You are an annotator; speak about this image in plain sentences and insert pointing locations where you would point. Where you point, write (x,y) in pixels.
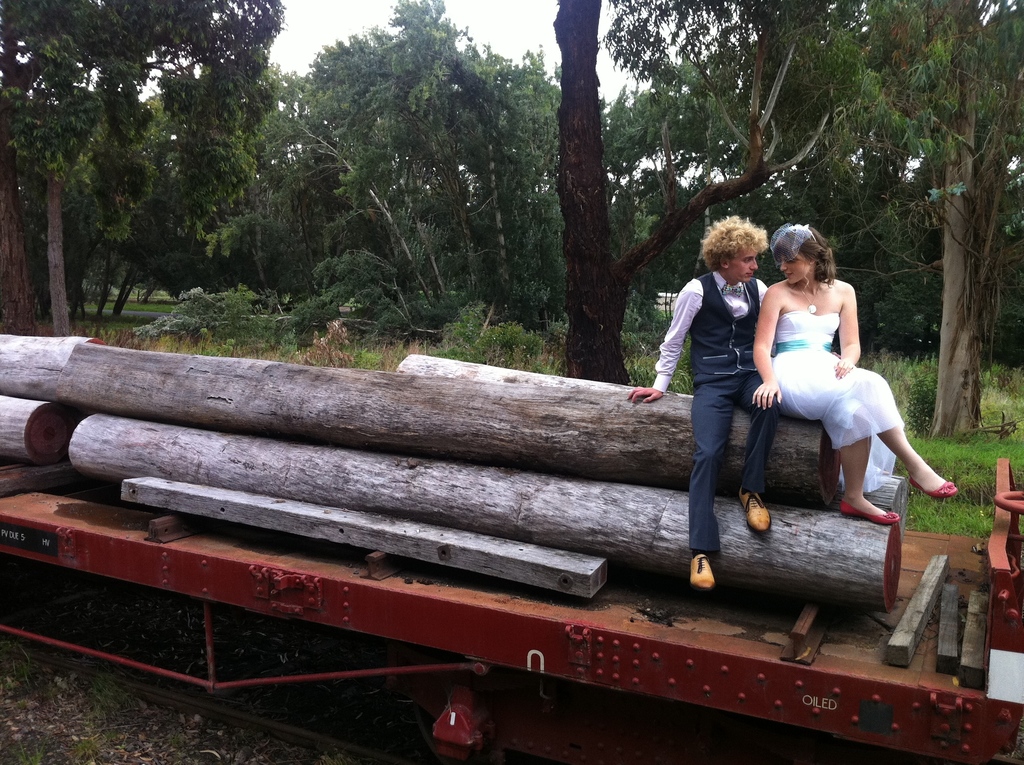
In this image we can see man (727,360) and woman (765,356) sitting on the wooden blocks (273,466) on the train (847,661). In The background (299,205) we can see trees (572,187), plants (338,337) and sky (500,23).
